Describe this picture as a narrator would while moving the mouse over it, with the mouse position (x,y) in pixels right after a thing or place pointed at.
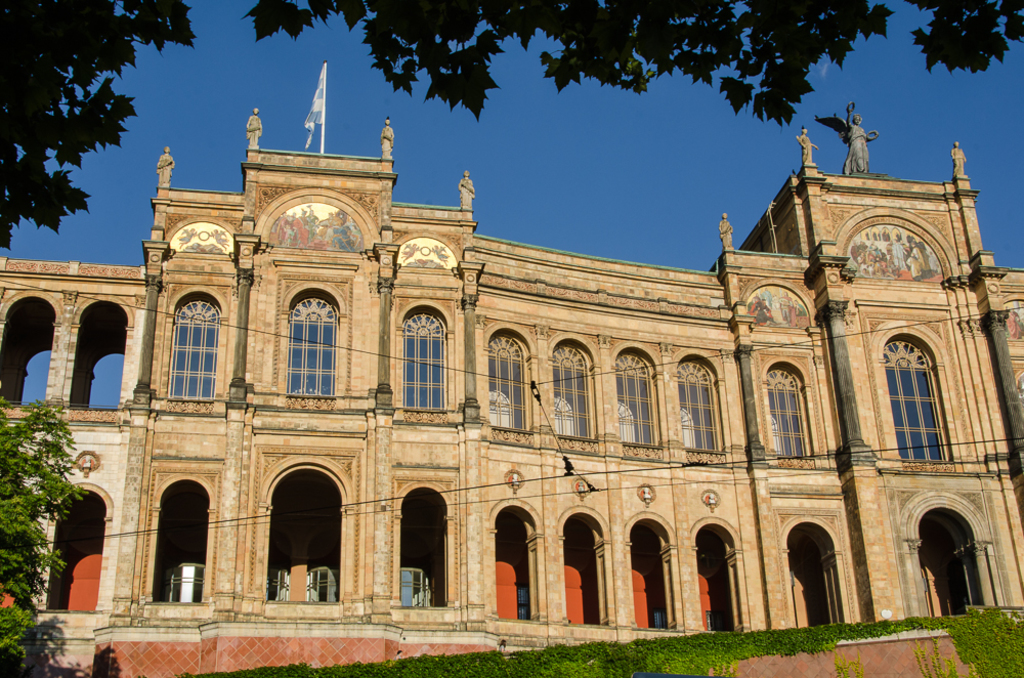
In this picture, we can see a building (665,537) with windows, doors (796,541), flag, statue (172,164), trees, ground (962,648) with grass (644,668), and the sky (573,142).
